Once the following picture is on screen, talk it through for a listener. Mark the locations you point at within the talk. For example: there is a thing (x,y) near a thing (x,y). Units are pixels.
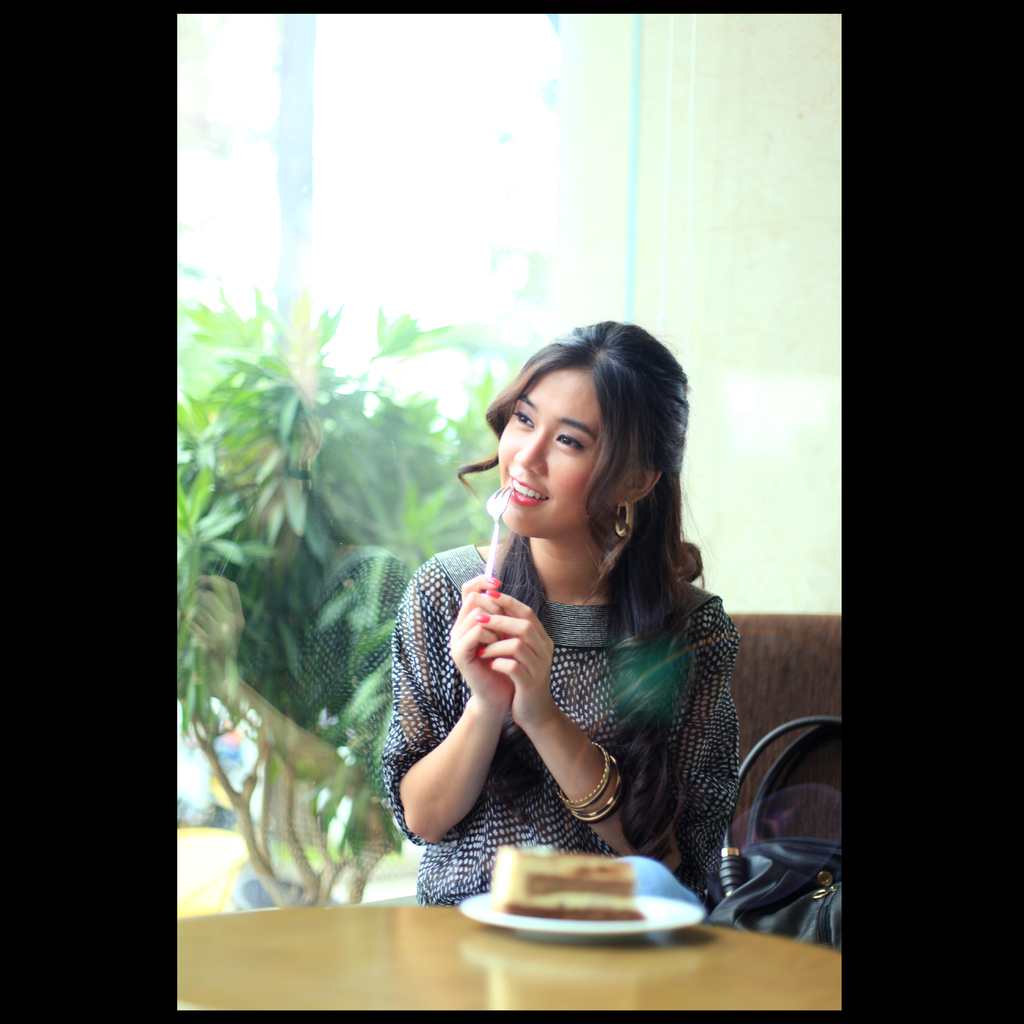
In the image there is a woman (616,717), she is holding a fork (490,560) and there is a bag (796,879) beside the woman (663,787). In front of her there is a table (662,980) and some dessert (555,900) served on a plate (571,928). Behind the woman (394,746) there is a plant (298,639).
